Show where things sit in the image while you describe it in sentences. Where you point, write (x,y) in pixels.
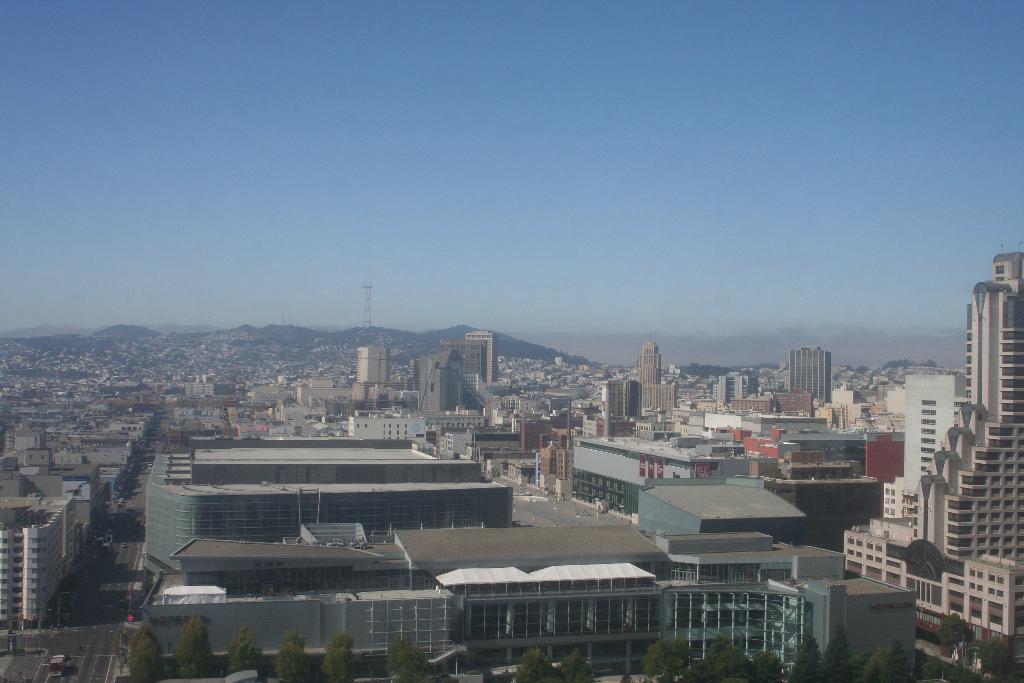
In this picture we can see buildings (318,381), at the bottom (1007,652) there are trees (951,640), on the left side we can see some vehicles (69,664) traveling on the road (80,609), in the background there is a tower (368,301), we can see the sky (471,151) at the top of the picture (498,138).
